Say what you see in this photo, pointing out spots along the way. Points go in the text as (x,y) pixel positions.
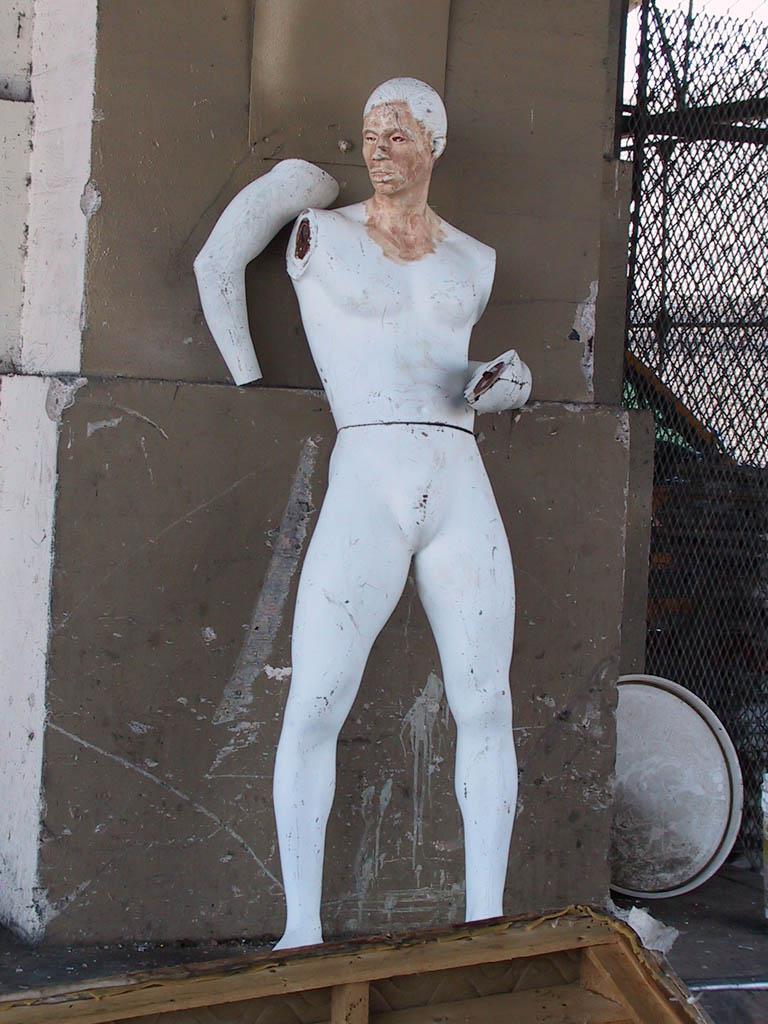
In this image I can see the statue (328,365) of the person (376,313). I can see the person (376,323) is in white and brown color. In the background (251,76) I can see the wall (522,86) and net (699,313). I can see an object (648,832) in the down.
